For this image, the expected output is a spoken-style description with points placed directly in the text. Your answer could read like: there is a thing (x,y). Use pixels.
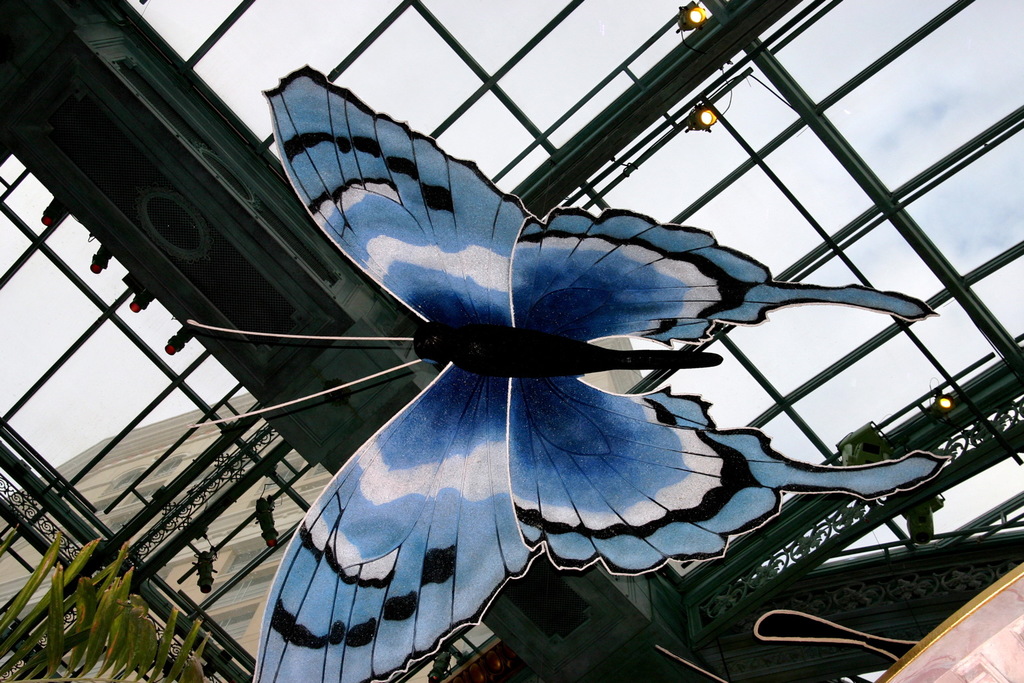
In this picture we can see a butterfly poster (533,347). Here we can see plant (108,641). On the left (288,459) we can see a building (280,501). On the top (696,107) we can see the lights (711,111) near to the shed (713,38). On the background (984,92) we can see sky (903,99) and clouds (888,126).
